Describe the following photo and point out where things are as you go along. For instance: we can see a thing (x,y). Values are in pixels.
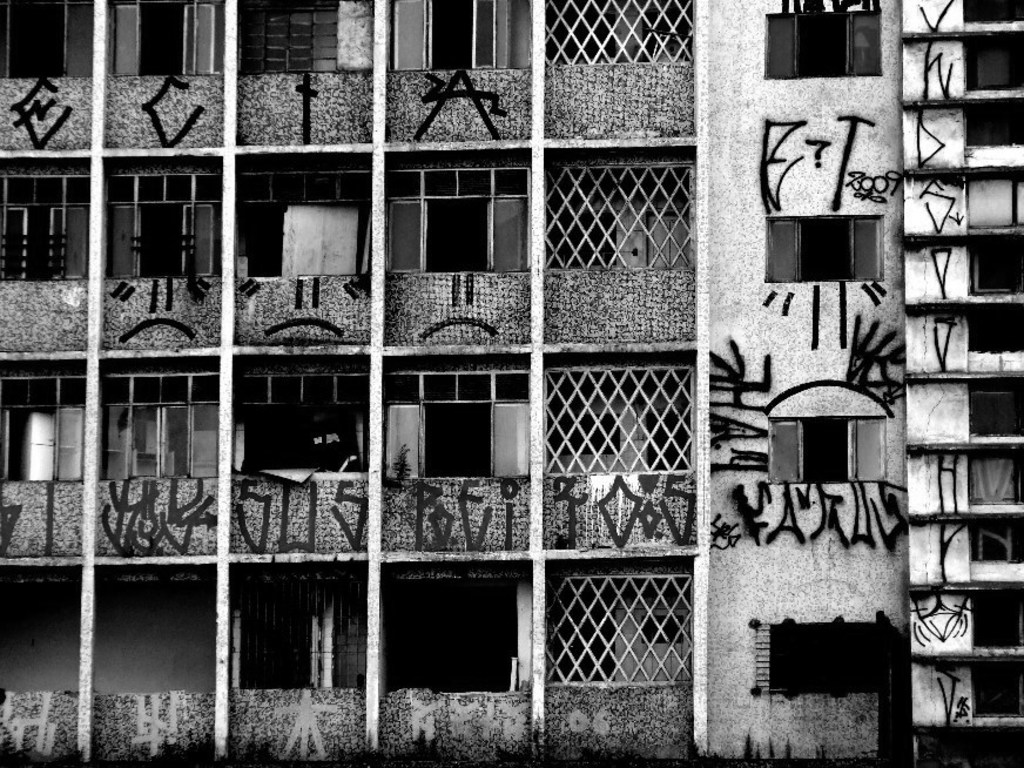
In this image I can see buildings (458,405), windows (482,451), doors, fence (627,404) and paintings (773,405) on a wall (891,104). This image is taken may be in the evening.
